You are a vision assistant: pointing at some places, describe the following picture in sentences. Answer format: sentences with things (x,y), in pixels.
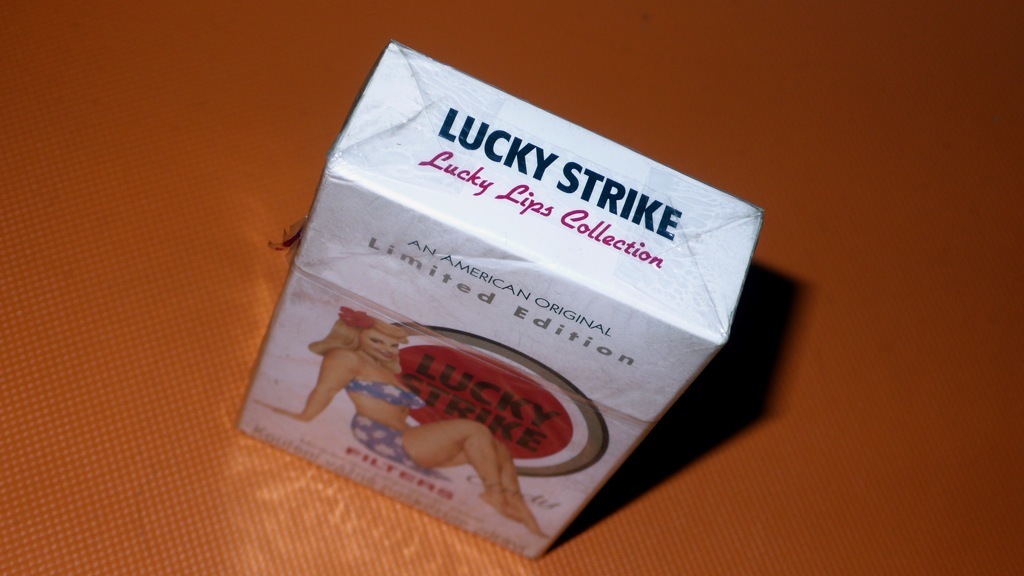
In the center of the image (476,253), we can see a box (530,190) on the table (779,209).
